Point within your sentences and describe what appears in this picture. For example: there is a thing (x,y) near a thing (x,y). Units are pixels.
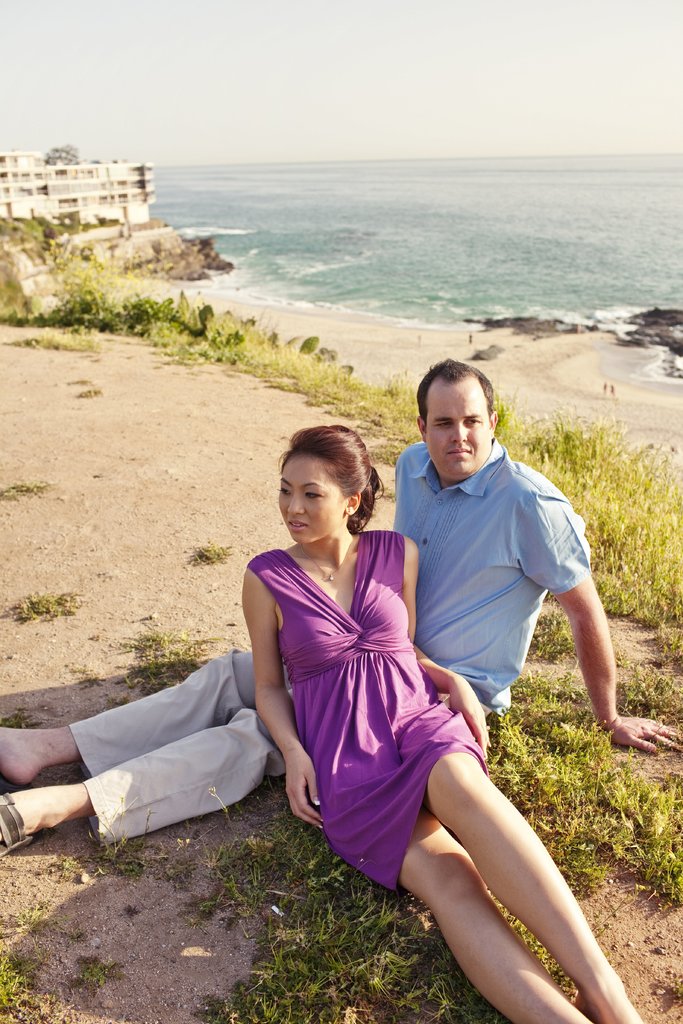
In this image, we can see women (358,709) and men (469,667) are on the ground (39,874). Here there are few plants (66,306), grass (617,479). Top of the image (440,257), we can see the ocean (413,206), building (122,206) and sky (249,122).
